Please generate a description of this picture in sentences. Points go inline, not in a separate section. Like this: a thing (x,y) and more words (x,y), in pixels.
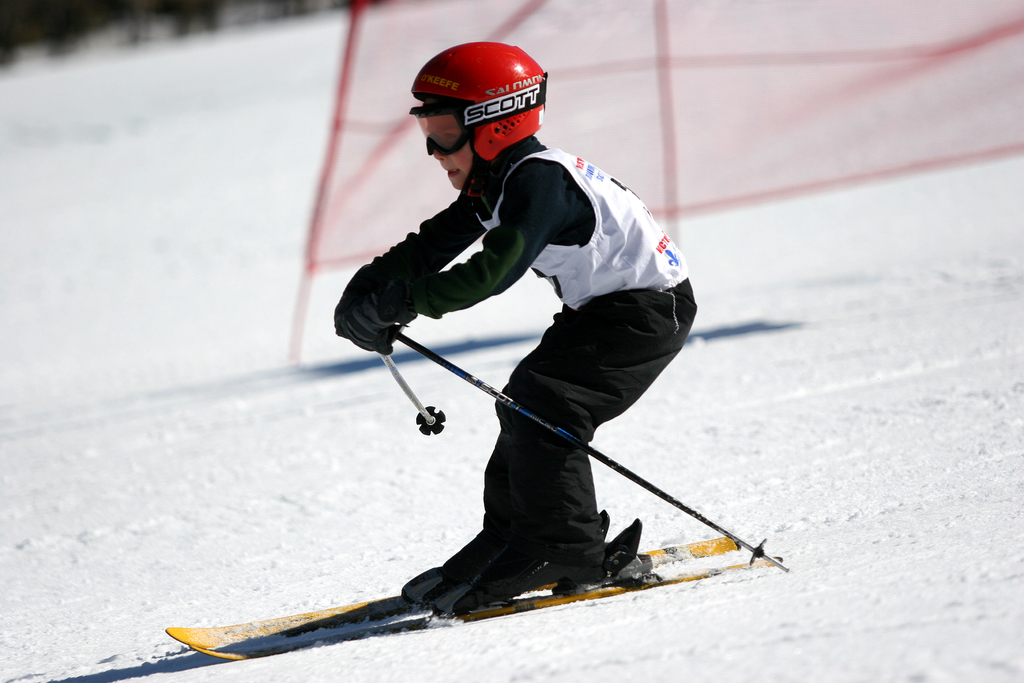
This image is taken outdoors. At the bottom of the image (745,603) there is a ground (890,462) covered with snow (160,278). In the middle of the image (594,275) a boy (628,268) is skiing with ski boards (681,557) and ski sticks (433,359). In the background (614,53) there is a net (687,104).
